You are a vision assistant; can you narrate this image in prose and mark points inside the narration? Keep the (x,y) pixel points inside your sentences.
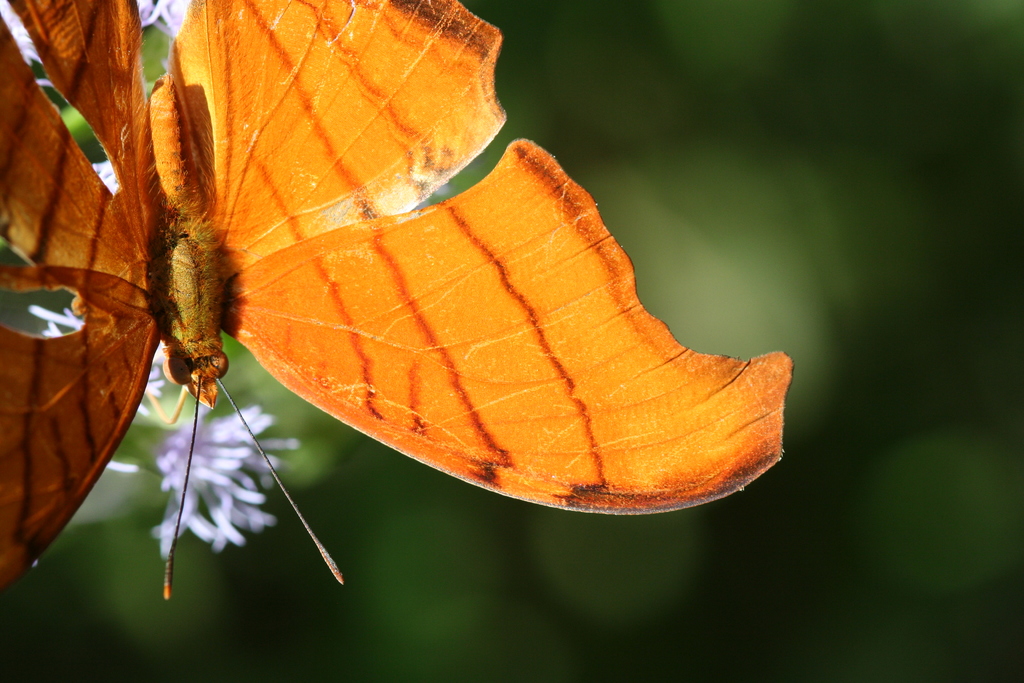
In this image we can see a butterfly (310,325) and flowers (248,436). The background of the image (147,494) is blurred.
